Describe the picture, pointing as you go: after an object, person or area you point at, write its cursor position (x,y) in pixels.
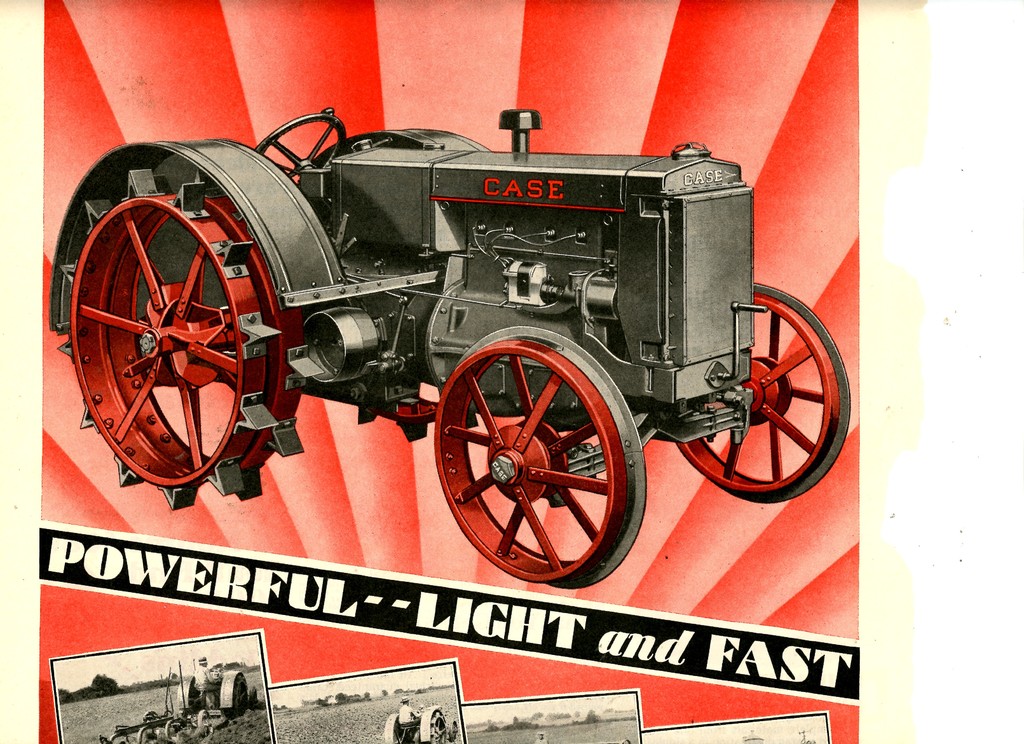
This picture shows a advertisement poster (269,66). We see a tractor (283,200) and collage (196,672) of few pictures (385,719) at the bottom (547,707) and we see text (135,576) on it.
